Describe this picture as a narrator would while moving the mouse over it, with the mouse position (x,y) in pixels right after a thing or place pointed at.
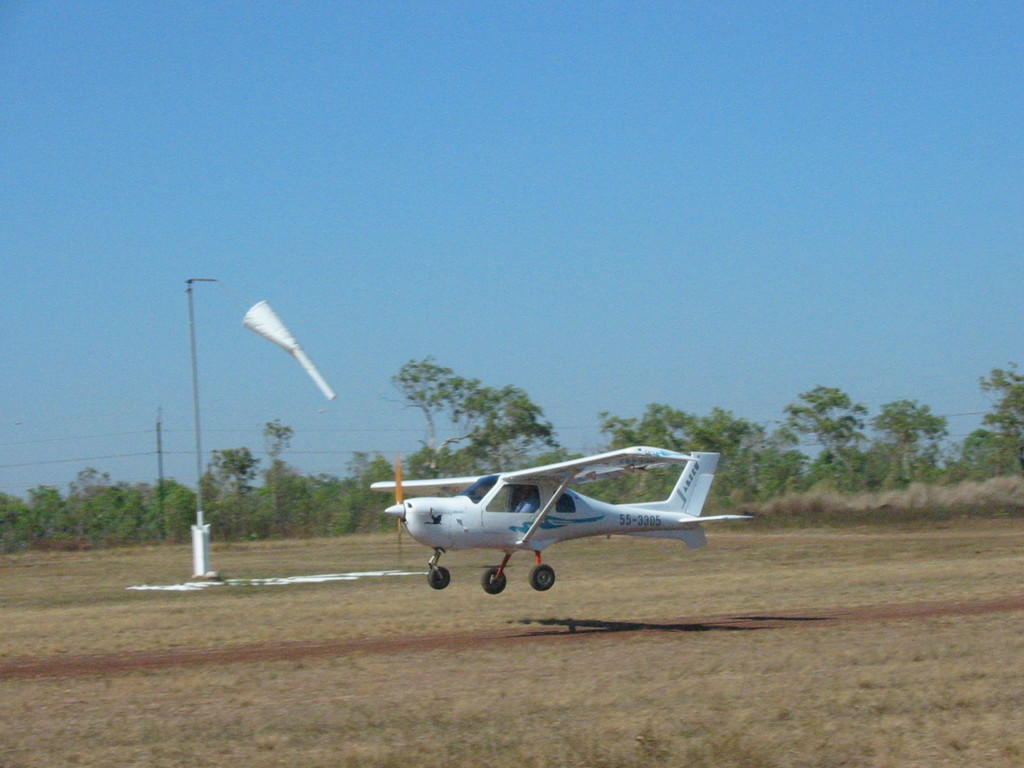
This image is taken outdoors. At the top of the image (345,133) there is the sky (688,223). At the bottom of the image (179,703) there is a ground (109,628) with grass (396,626) on it. In the background (271,497) there are a few trees (793,466) and plants (841,494) on the ground (619,561). There are two poles (194,368) with wires (189,451). In the middle of the image (454,505) there is an airplane (462,525).
